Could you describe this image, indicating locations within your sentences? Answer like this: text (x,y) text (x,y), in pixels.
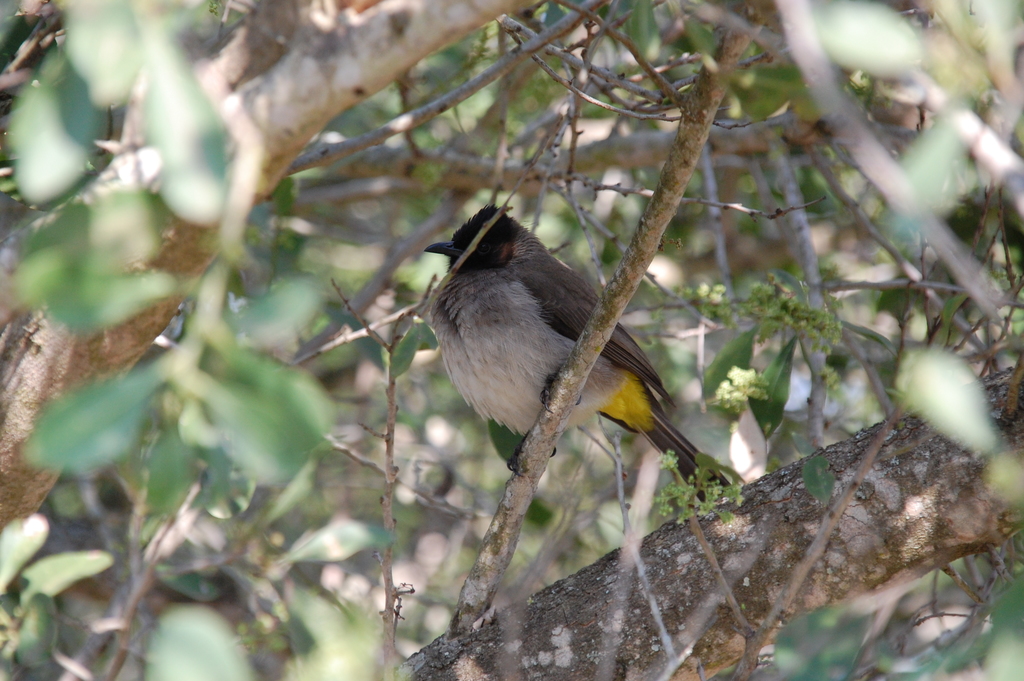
Here a beautiful bird (591,294) is sitting on the branch (532,469) of a tree (534,427), these are the leaves (94,418).
